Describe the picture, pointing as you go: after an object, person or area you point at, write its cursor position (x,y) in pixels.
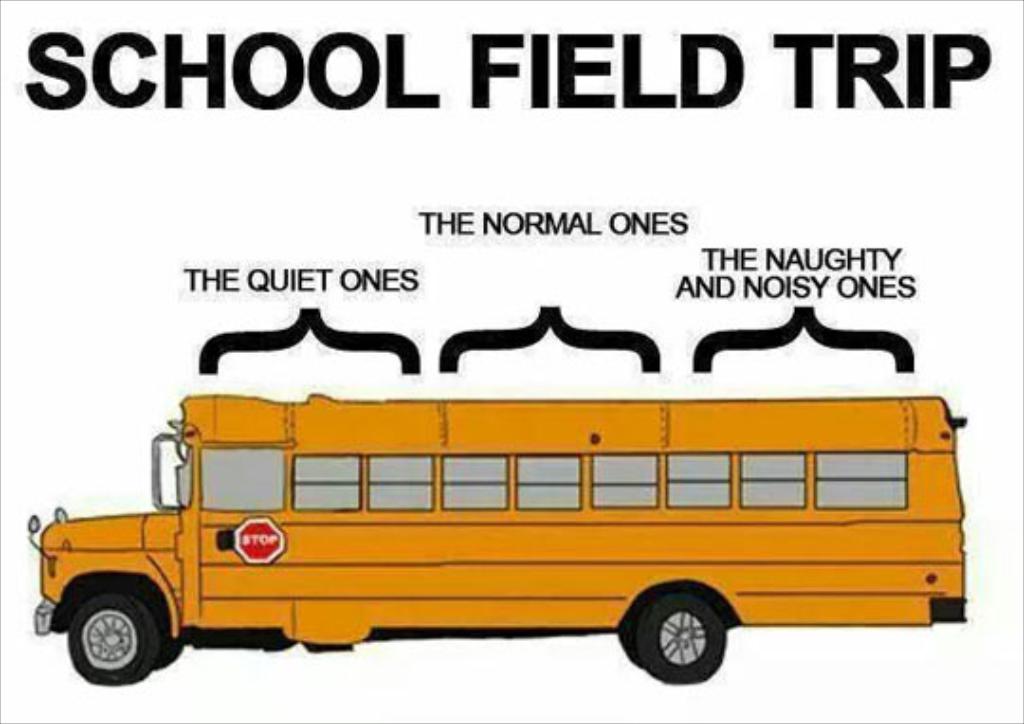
In this image we can see a poster (505,447). There is a vehicle (382,528) with a sign board (263,531). Also we can see text (250,94) on the image.
